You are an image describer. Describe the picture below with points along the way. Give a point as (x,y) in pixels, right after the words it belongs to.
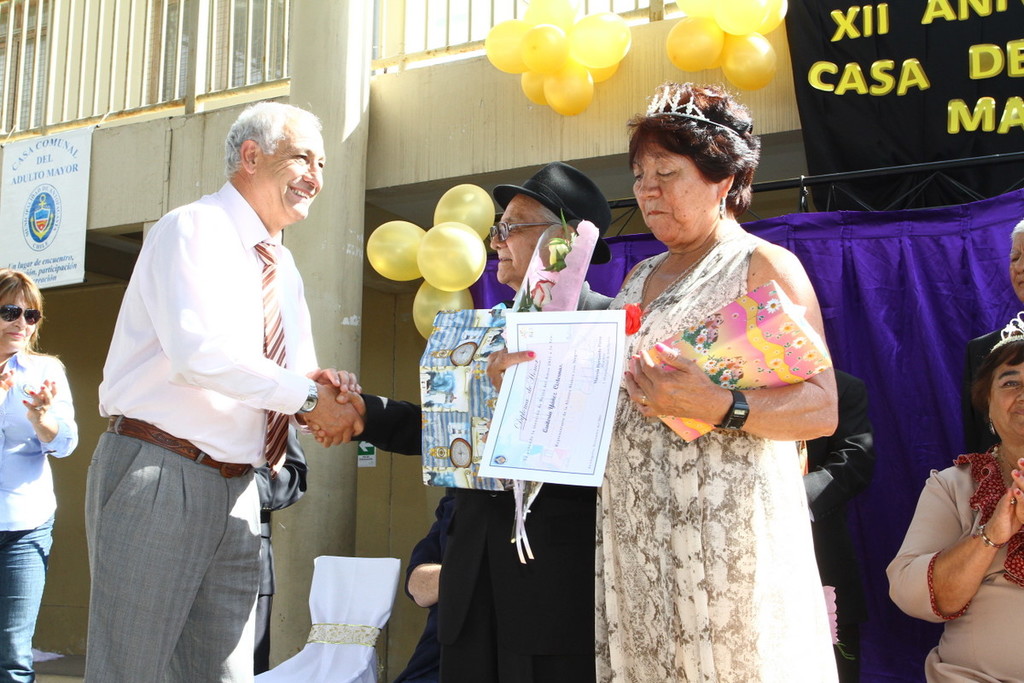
In front of the image there is a woman (634,365) holding some objects (573,370) in her hand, beside the women (526,359) there are two people (282,350) shaking hands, behind them there are a few people (25,435), there is an empty chair (345,630), a banner (855,139), there are balloons (533,59) on the building (441,77), on top of the building (441,77) there is a metal rod fence (202,59) and there is a display board (82,212) and a pillar (337,472).
